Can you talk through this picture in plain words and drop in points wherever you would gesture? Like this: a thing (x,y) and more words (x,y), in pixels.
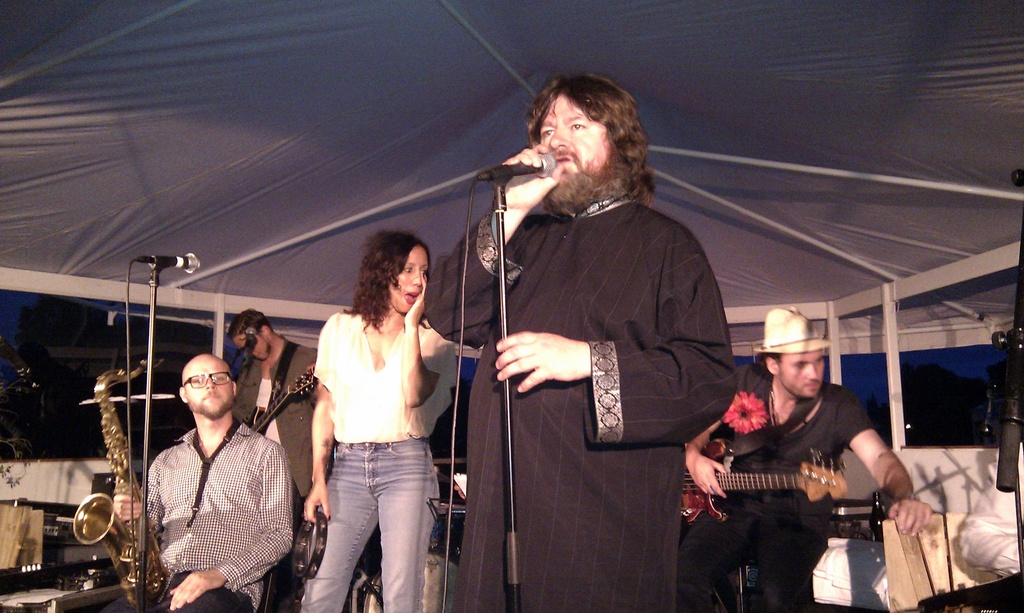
In This picture we can see a person (567,303) singing and holding a microphone (503,174) in his hand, beside a girl (387,336) holding a tambourine (307,557) in her hand (312,504) and a person (210,495) sitting with checks shirt (182,483) and holding saxophone (112,441), behind him another person (264,382) playing guitar (308,390) and there is a big cloth tent (580,71) on the top (454,45).
